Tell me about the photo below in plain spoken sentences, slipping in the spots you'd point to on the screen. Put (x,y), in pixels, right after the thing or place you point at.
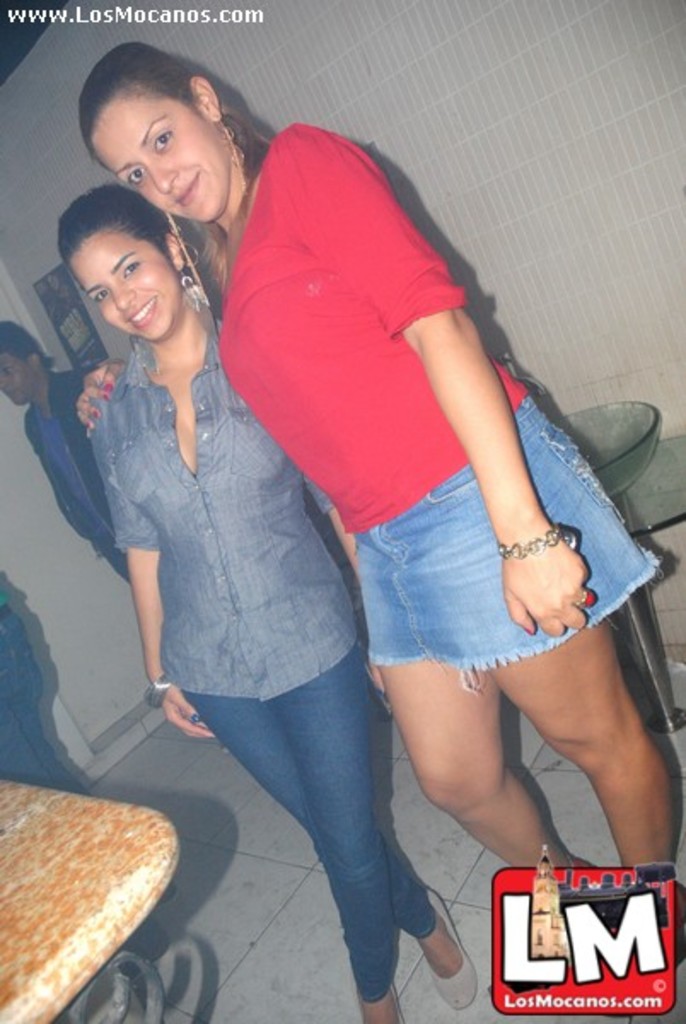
A beautiful woman (499,372) is standing, she wore red color top (345,364) and blue color short (581,537), beside her another girl (173,495) is also standing, she is smiling.
